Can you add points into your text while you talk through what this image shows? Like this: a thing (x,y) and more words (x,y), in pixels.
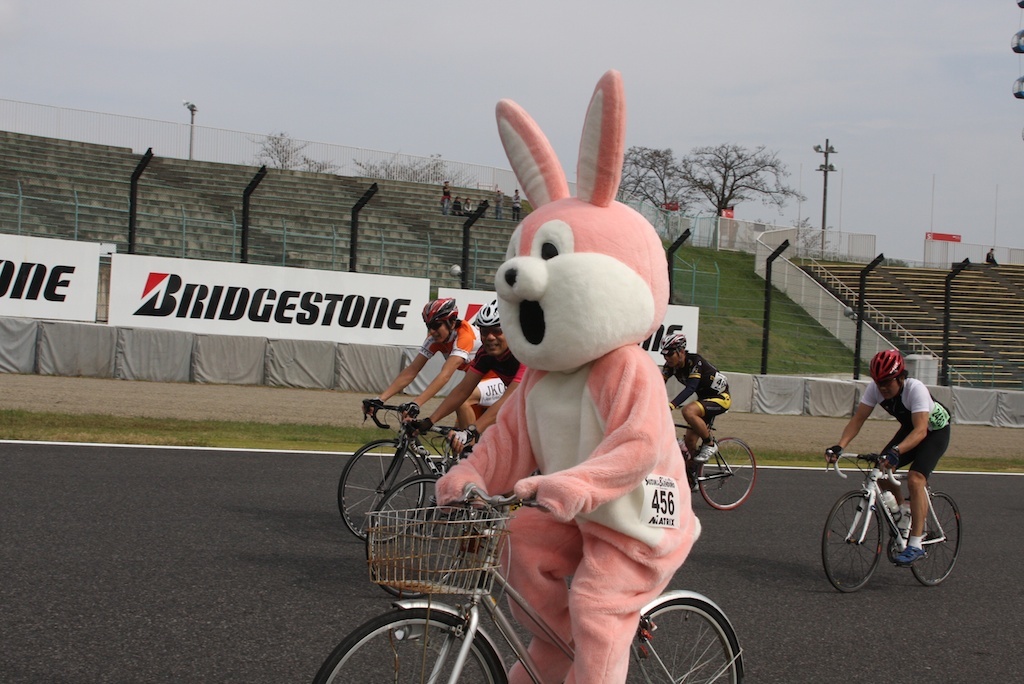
The image is outside of the city. In the image there are group of people (600,409) sitting on bicycle (901,514) and riding a bicycle (460,501) in middle (576,407) pink color dress man (611,547) riding a bicycle (444,594). In background (161,219) there are some stairs (952,294), grass (726,262), trees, electric pole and sky (583,82) is on top (459,56) at bottom (141,577) there is a road (138,591) which is in black color.
